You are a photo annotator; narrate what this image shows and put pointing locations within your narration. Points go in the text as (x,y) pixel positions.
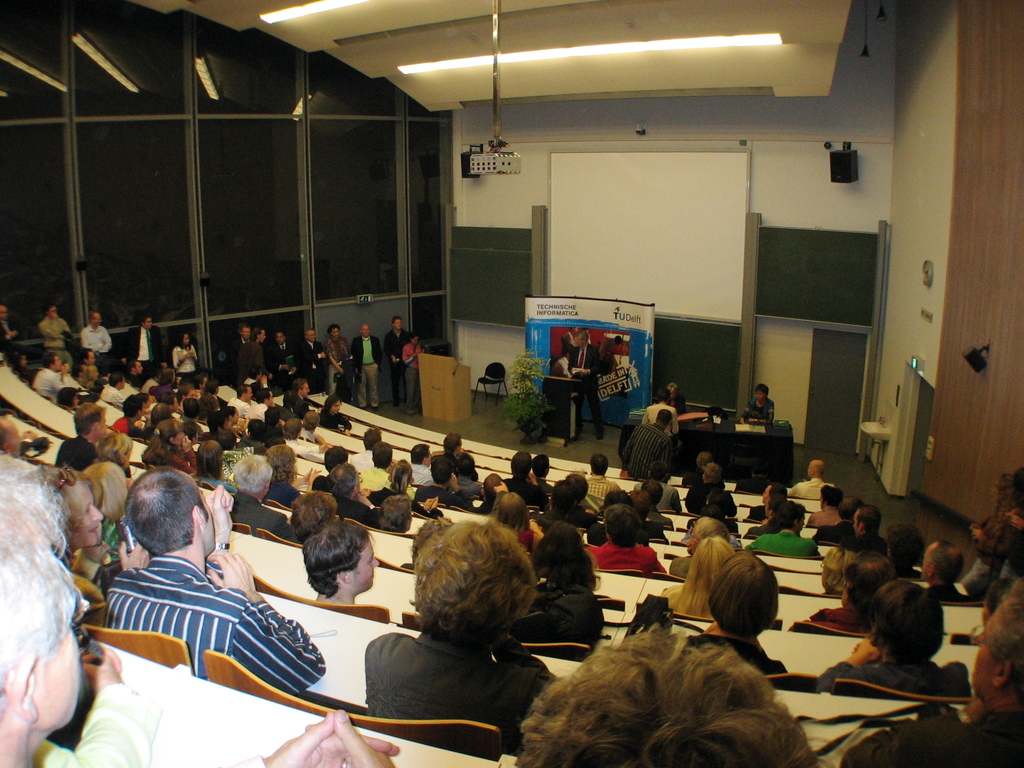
In this image we can see people (572,555) are sitting on the chairs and there are few people (355,340) standing on the floor (477,413). Here we can see a podium (551,419), tables (774,636), chair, banner (621,330), projector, screen (614,224), lights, boards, and few objects (879,435). In the background (420,198) we can see wall (820,116), speakers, and glasses (388,216).
